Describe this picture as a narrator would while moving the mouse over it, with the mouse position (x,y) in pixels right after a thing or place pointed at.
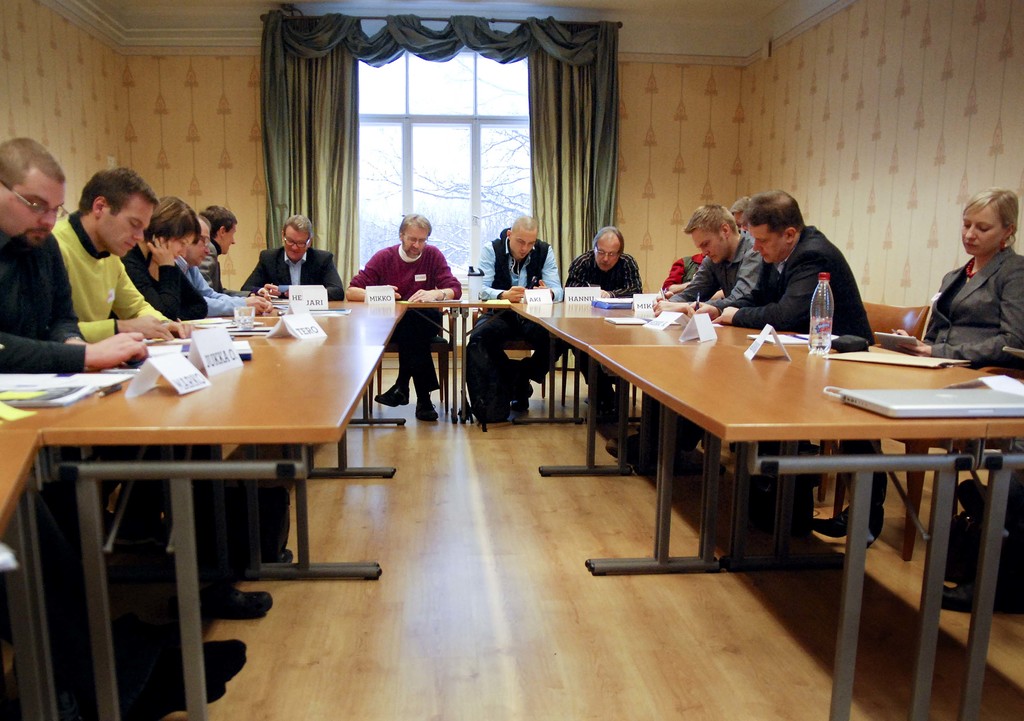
In this picture we can see group of people (156,321) sitting in front of a table (977,419) and almost all of them are writing something, we can see water bottle (820,338) on the table (1022,429) and on the right side of the picture (972,414) we can see laptop (965,412), in the background (385,166) we can see a window (361,191) with curtains (351,103), we can also see some papers (65,388) on the left side of this table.
